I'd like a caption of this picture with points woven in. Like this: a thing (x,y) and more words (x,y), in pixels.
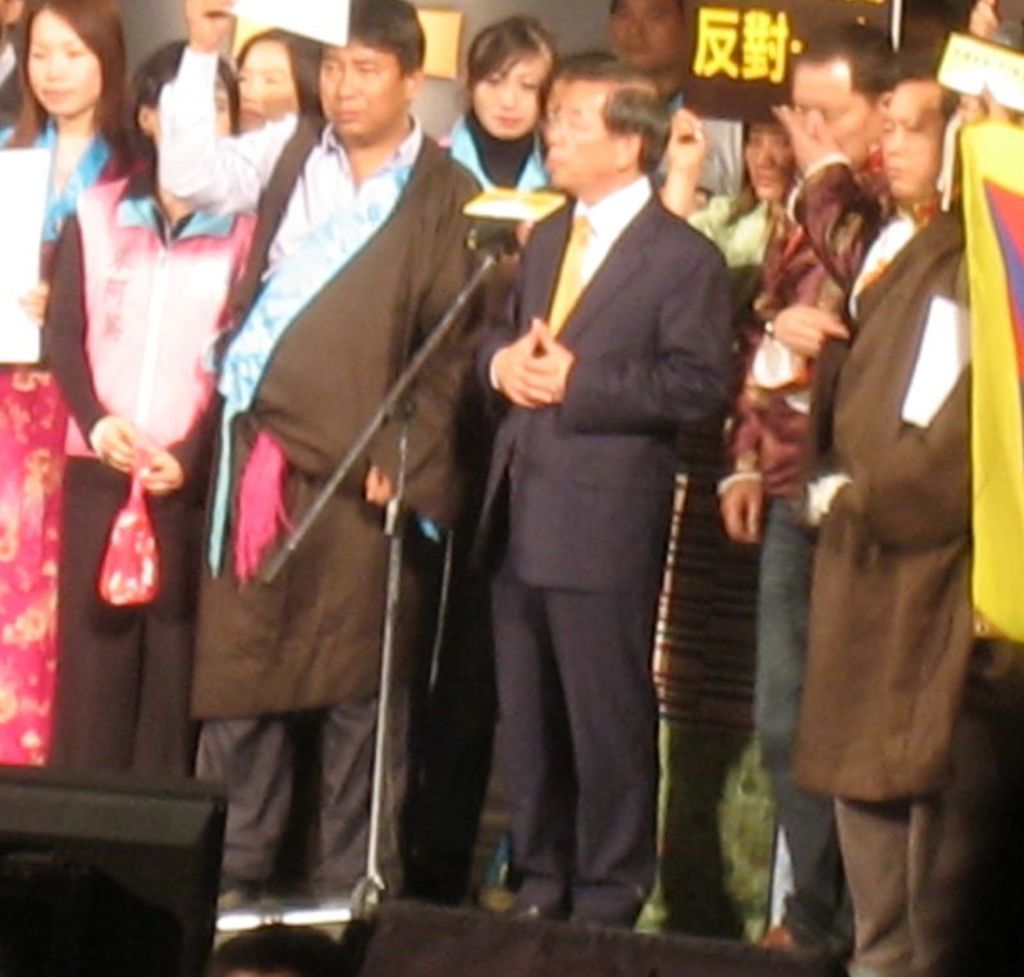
In this image there are speakers (114,792), a mike (487,222) with a mike stand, group of people (320,442) standing on the stage (324,908) and holding a flag (987,371) and some objects (258,18).
